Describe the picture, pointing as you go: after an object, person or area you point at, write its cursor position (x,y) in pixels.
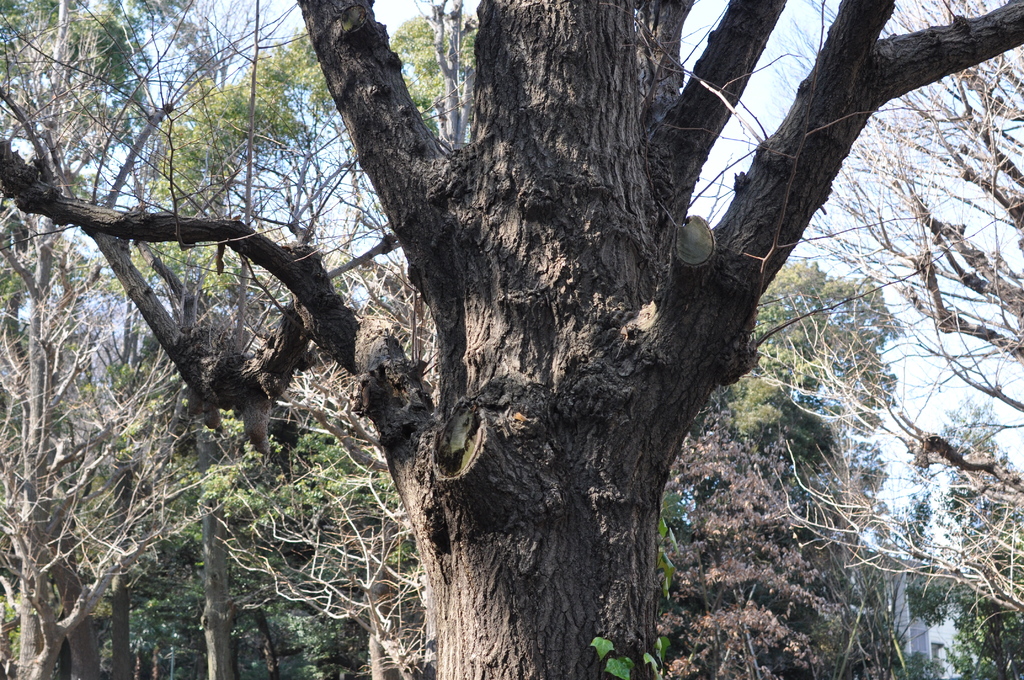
In this image I can see trees (730,496), house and the sky (840,176). This image is taken may be during a day.
